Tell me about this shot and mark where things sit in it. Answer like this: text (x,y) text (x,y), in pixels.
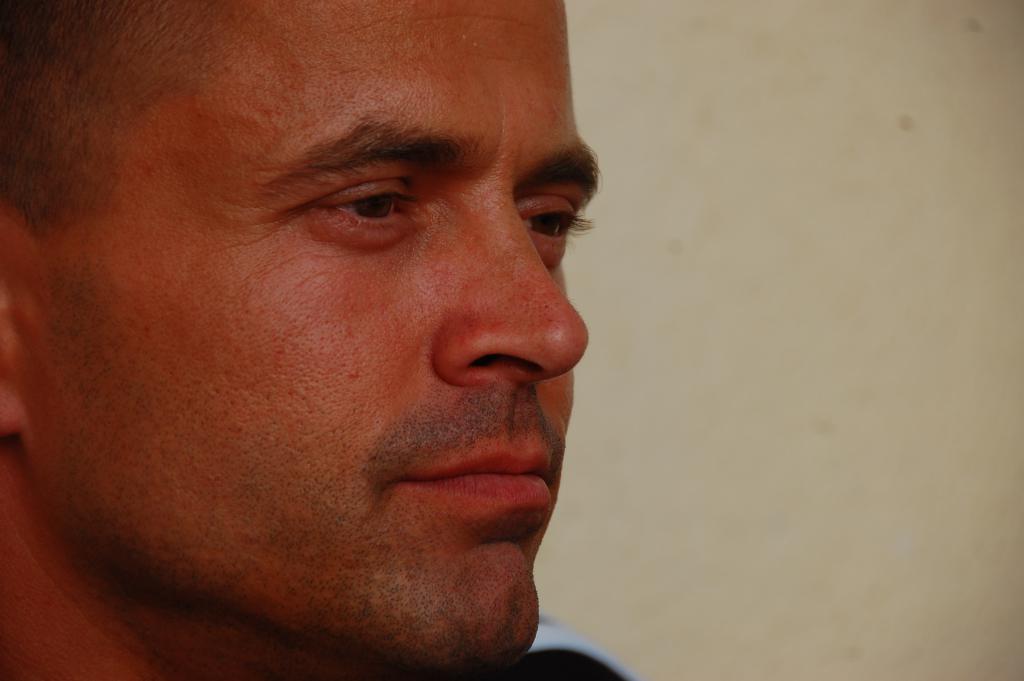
In this picture we can see only the man face (119,375) and behind the man (122,286) there is a wall (799,411).
